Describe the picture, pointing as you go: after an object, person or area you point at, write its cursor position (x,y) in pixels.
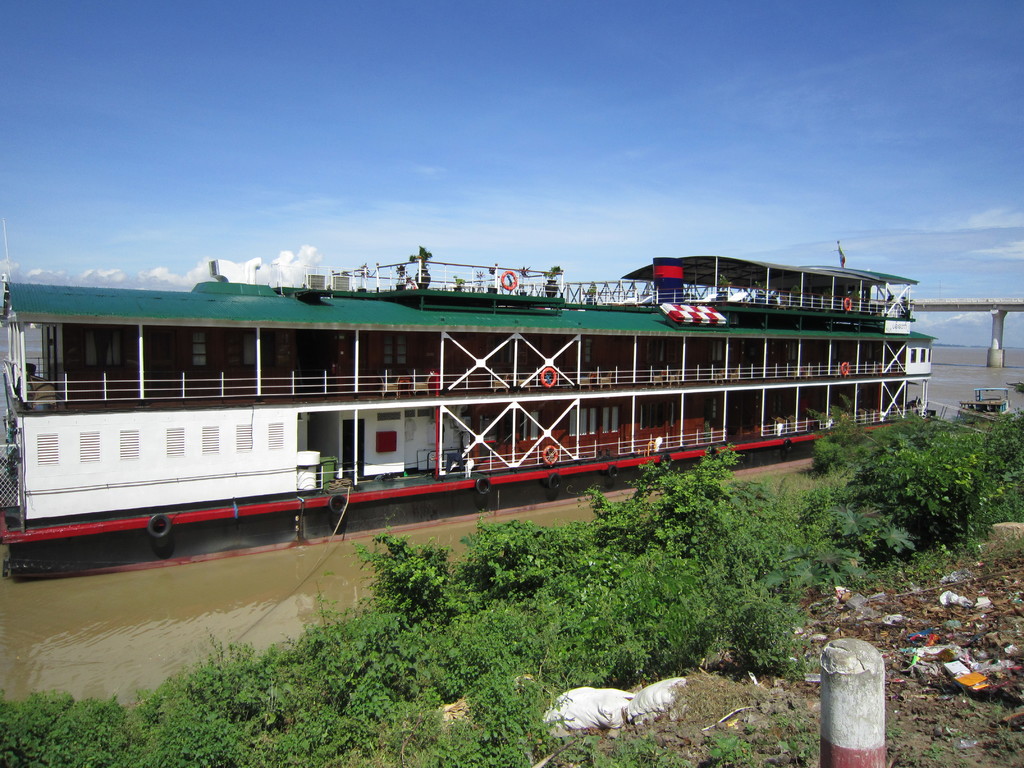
In the image we can see the ship (492,464) in the water (290,612). Here we can see the water (91,629), the bridge (1004,304), grass (705,576), garbage (913,647) and the cloudy sky (379,105).
